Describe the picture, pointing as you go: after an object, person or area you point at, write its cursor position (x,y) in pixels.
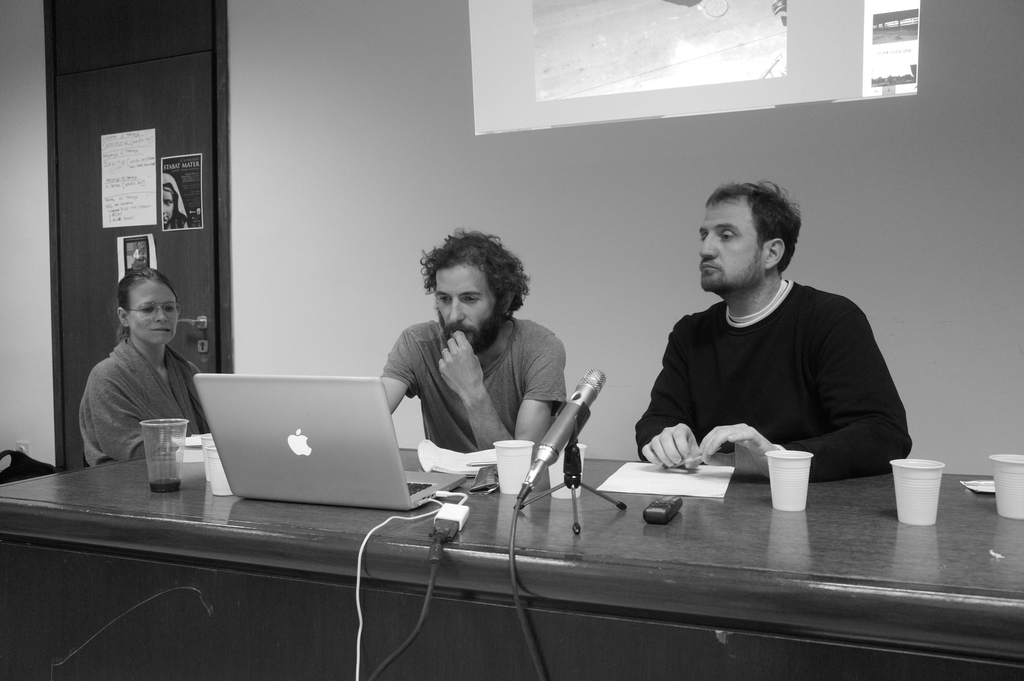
In the image we can see there are people (126,418) who are sitting on chair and on table (587,539) there is laptop (368,422), mic (583,397) with a stand (574,506), papers (721,494), glass (1006,496). The image is in black and white colour.
